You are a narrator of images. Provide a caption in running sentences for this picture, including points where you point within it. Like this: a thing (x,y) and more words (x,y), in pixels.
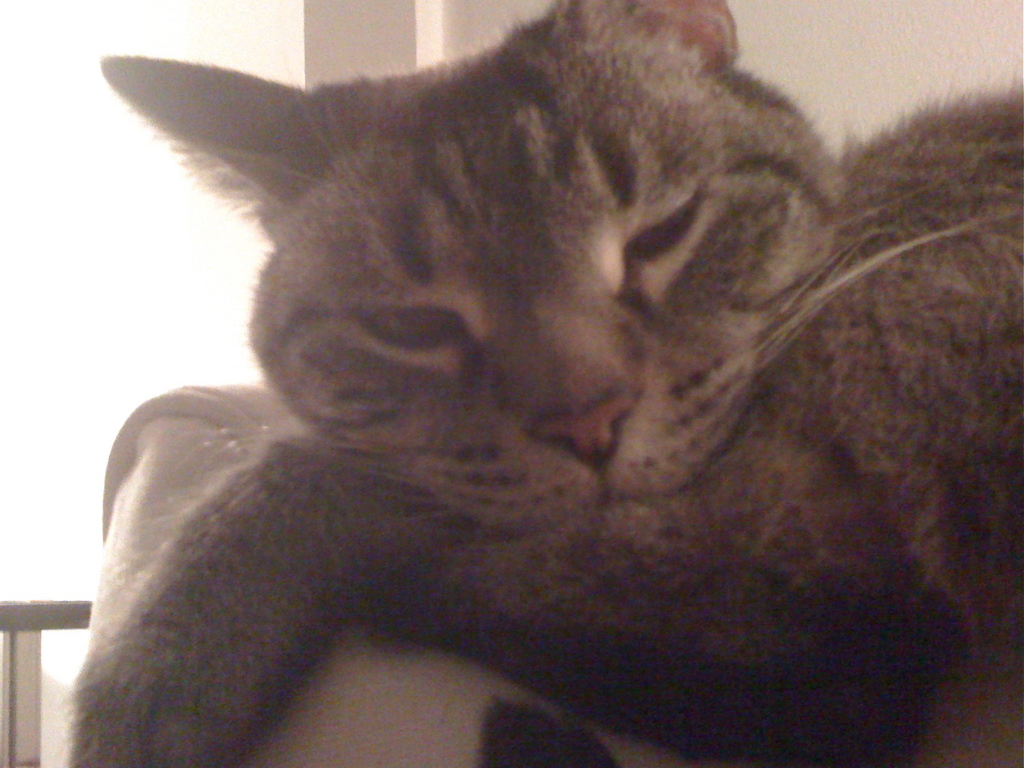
In this image I can see a cat (752,146) and at the top (814,42) I can see the wall (961,28).
